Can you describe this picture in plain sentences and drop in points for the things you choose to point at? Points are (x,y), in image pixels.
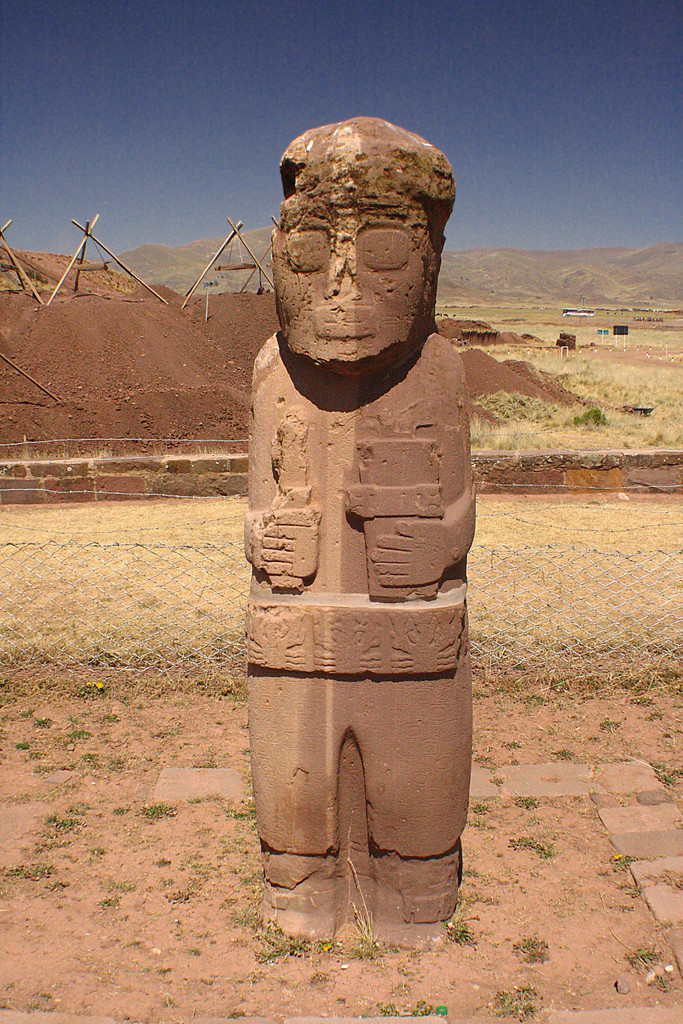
In this image there is a depiction (372,406) of a person (377,698), behind that there is a net fence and there are a few sticks (220,251) arranged on the surface (175,314) of the sand (209,381). In the background (546,278) there are mountains (522,270) and the sky (534,104).
